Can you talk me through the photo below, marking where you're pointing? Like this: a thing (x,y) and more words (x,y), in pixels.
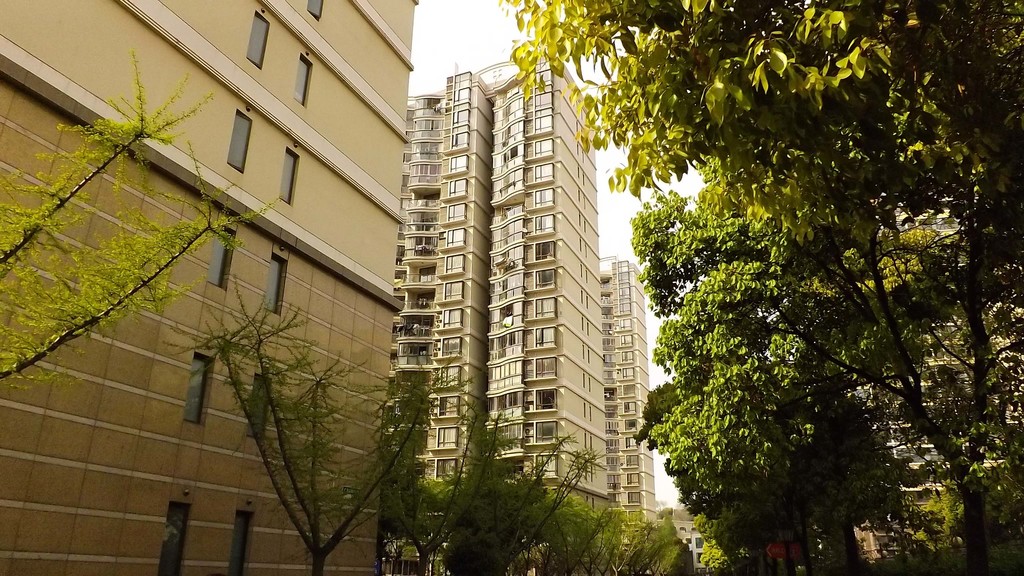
In this image we can see buildings (444,300), trees (773,456), pole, and a board (769,542). In the background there is sky (626,219).
